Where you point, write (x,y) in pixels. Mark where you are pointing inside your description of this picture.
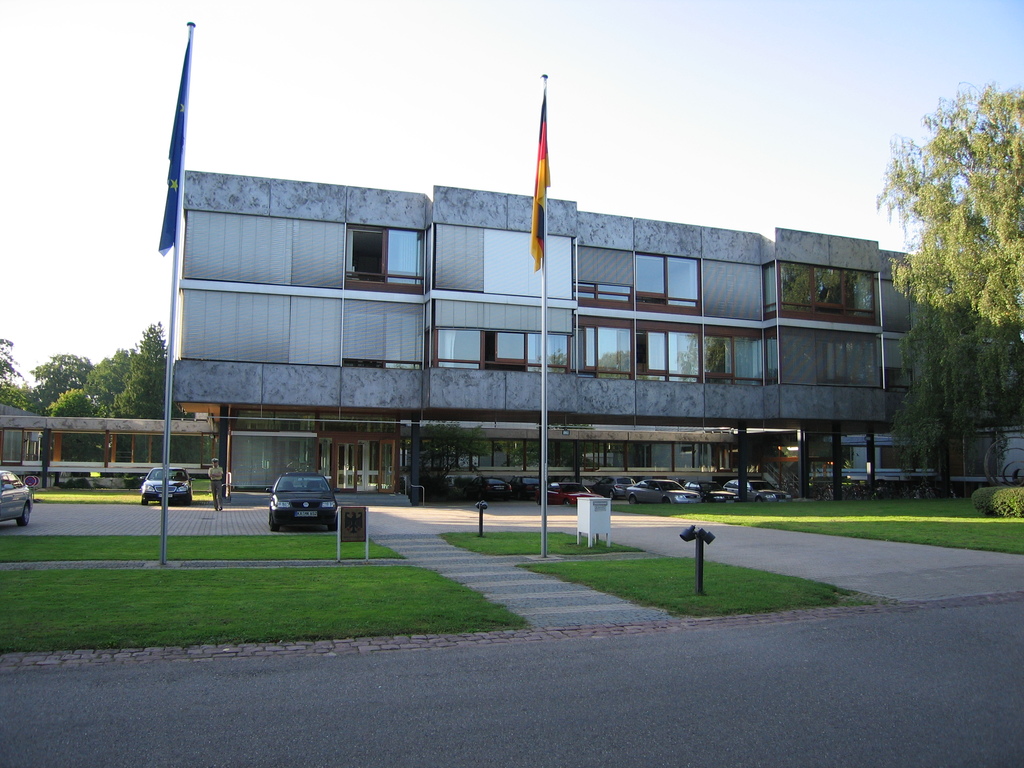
In this image we can see a building (488,267) with windows (475,346) and pillars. We can also see a group of cars (656,486), a person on the ground (516,516), some poles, the flags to the poles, a container (588,536), some plants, grass (787,606), a group of trees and the sky (740,217) which looks cloudy.
